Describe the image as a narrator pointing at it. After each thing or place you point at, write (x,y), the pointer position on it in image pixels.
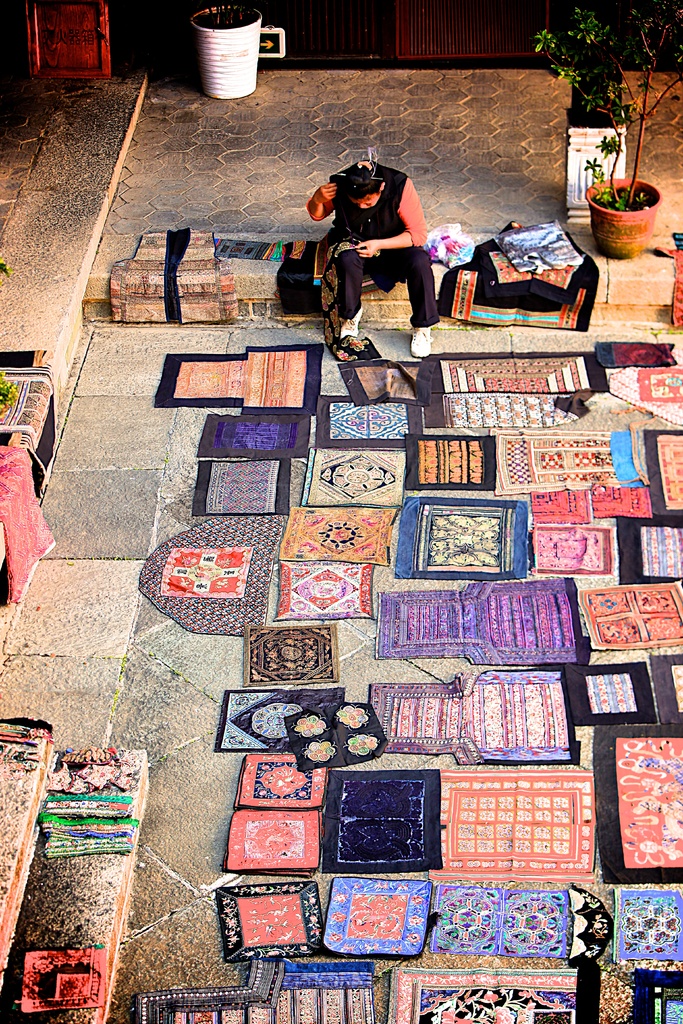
Here in this picture we can see mats (316,541) present on the ground (375,598) over there and we can see person (364,244) sitting over there and we can see plants (607,194) present over there.
